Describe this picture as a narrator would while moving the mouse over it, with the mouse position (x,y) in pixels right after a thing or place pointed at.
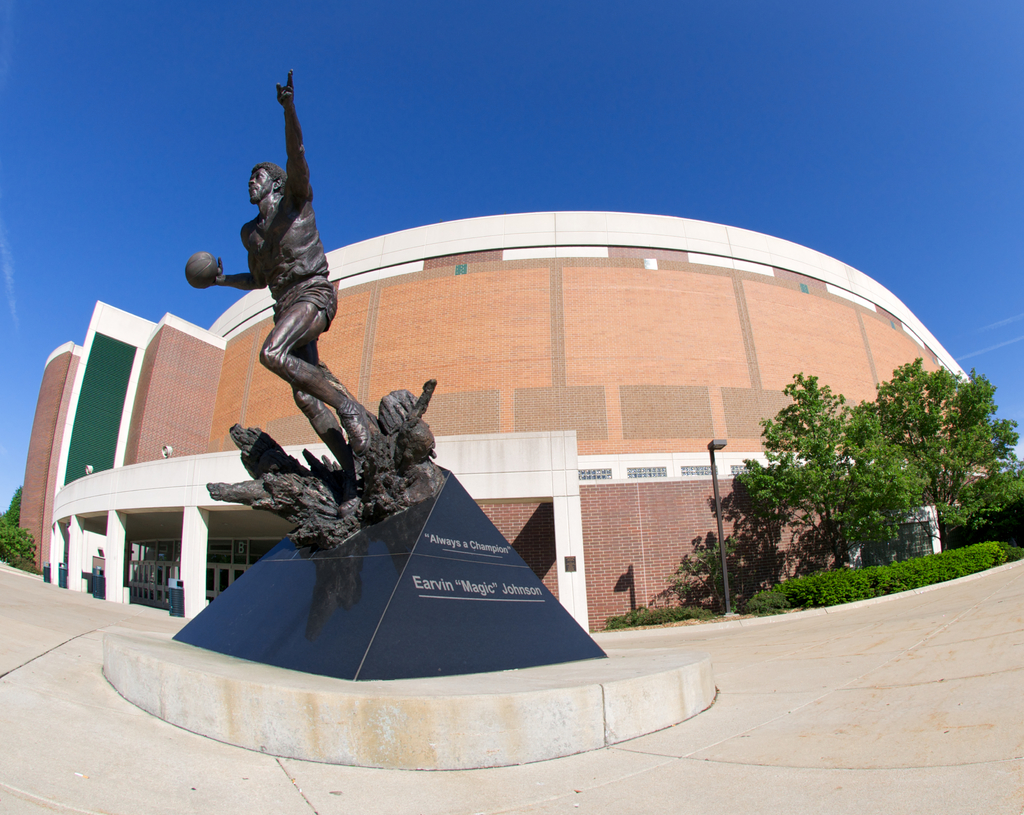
In this image, in the middle (404,430), we can see a statue (302,296). On the right side (856,493), we can see some trees (910,474) and a street light (722,549). On the left side (11,517), we can see some trees (23,529), plants (5,542). In the background (697,547), we can see a building (438,338), pillars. At the top (726,135), we can see a sky (759,115), at the bottom (882,752), we can see a land (882,752).
